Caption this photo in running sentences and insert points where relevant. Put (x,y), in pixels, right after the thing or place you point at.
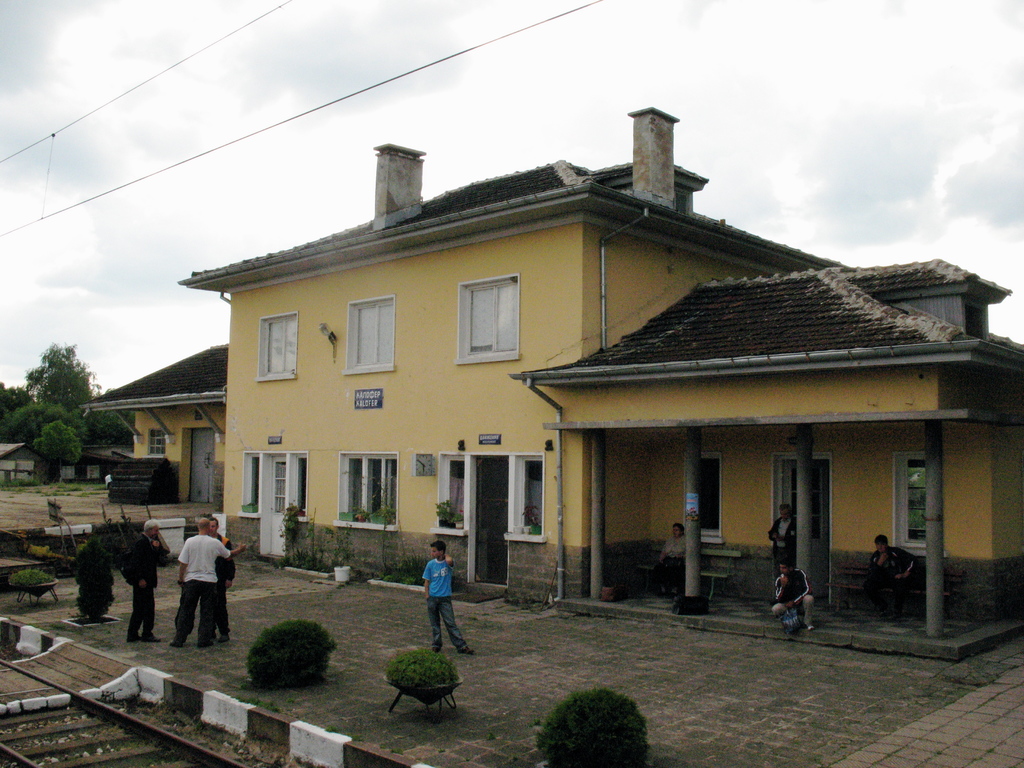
In the center of the image (429,371) there are buildings (317,475). At the bottom (148,606) we can see people (234,575) standing and some of them are sitting. There are bushes (575,722). In the background (55,403) there are trees (55,405), wires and sky (171,203). At the bottom (2,732) there is a track (112,727).
